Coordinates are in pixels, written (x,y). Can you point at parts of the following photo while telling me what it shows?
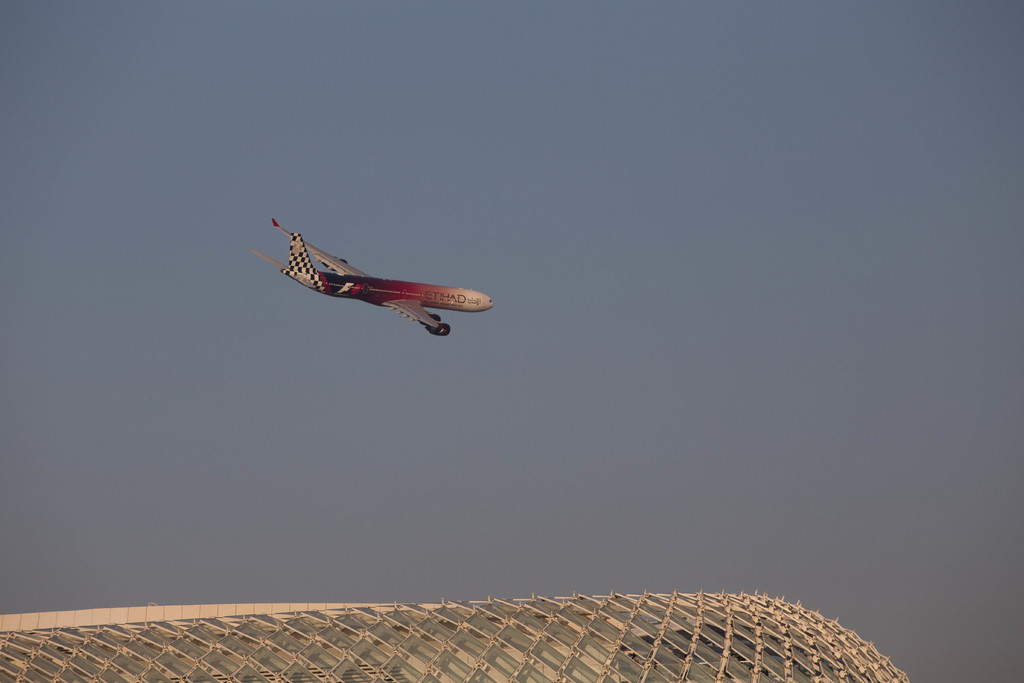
In the center of the image (419,297) we can see an airplane (450,300) flying in the sky (460,223). At the bottom of the image (296,672) we can see a roof (373,673) of a building (735,666) with some metal poles (244,665).
